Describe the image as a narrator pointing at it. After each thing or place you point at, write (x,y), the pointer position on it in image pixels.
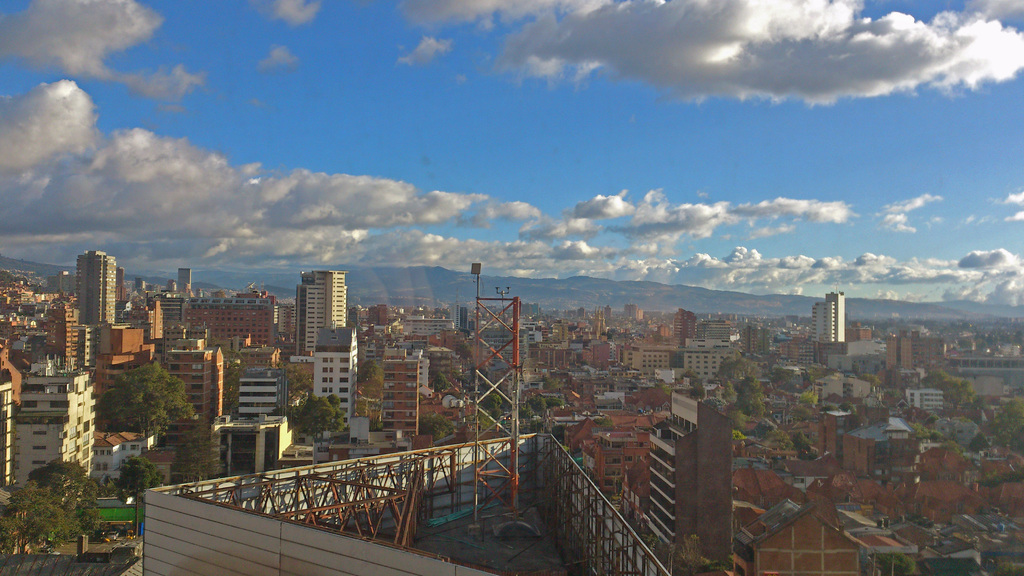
In this image there is a tower (514,454) and there are metal objects (452,453) in the foreground (437,472). There are buildings (788,529) and trees (748,362) on the left (118,316), right and in the foreground (461,548). And there is sky (528,174) at the top (605,155).
